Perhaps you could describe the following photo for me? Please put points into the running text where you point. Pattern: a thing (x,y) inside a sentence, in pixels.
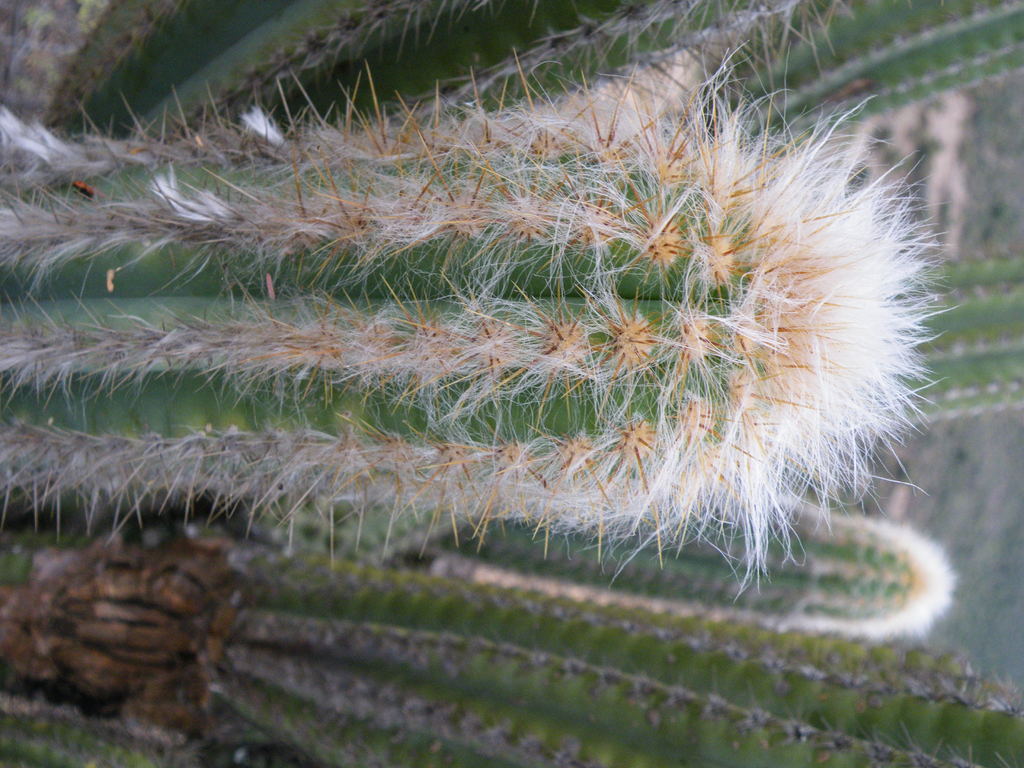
In this image I can see a cactus plants (373,214) along with the spikes (715,390). On the right side (990,501), I can see the ground (981,507).
